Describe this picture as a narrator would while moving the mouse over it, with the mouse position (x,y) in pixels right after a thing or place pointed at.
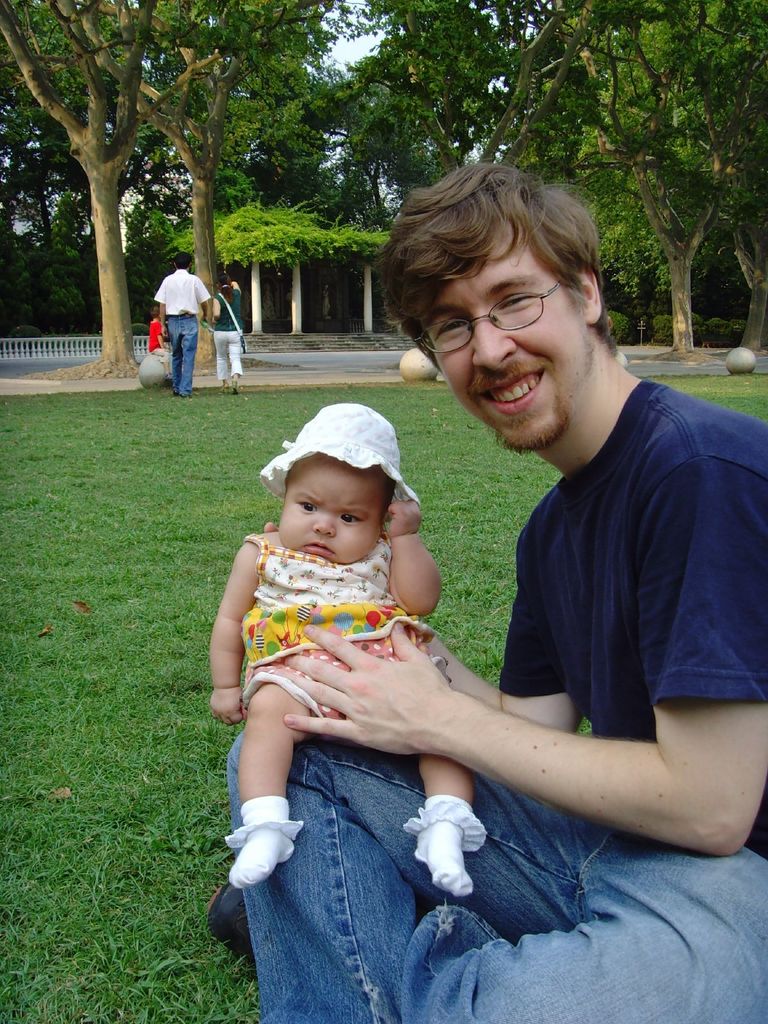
In the foreground of this image (611,493), there is a man (637,619) sitting on the grass (201,942) and holding a baby (389,656) on his legs (328,750). In the background (162,360), there is a couple (227,366) walking on the grass (212,403) and a kid (168,368) sitting on the ball like structure (160,375). At the top (308,135), there are trees (271,152) and the sky (343,43). We can also see the road (325,362) and the railing (140,346) in the background (341,362).
